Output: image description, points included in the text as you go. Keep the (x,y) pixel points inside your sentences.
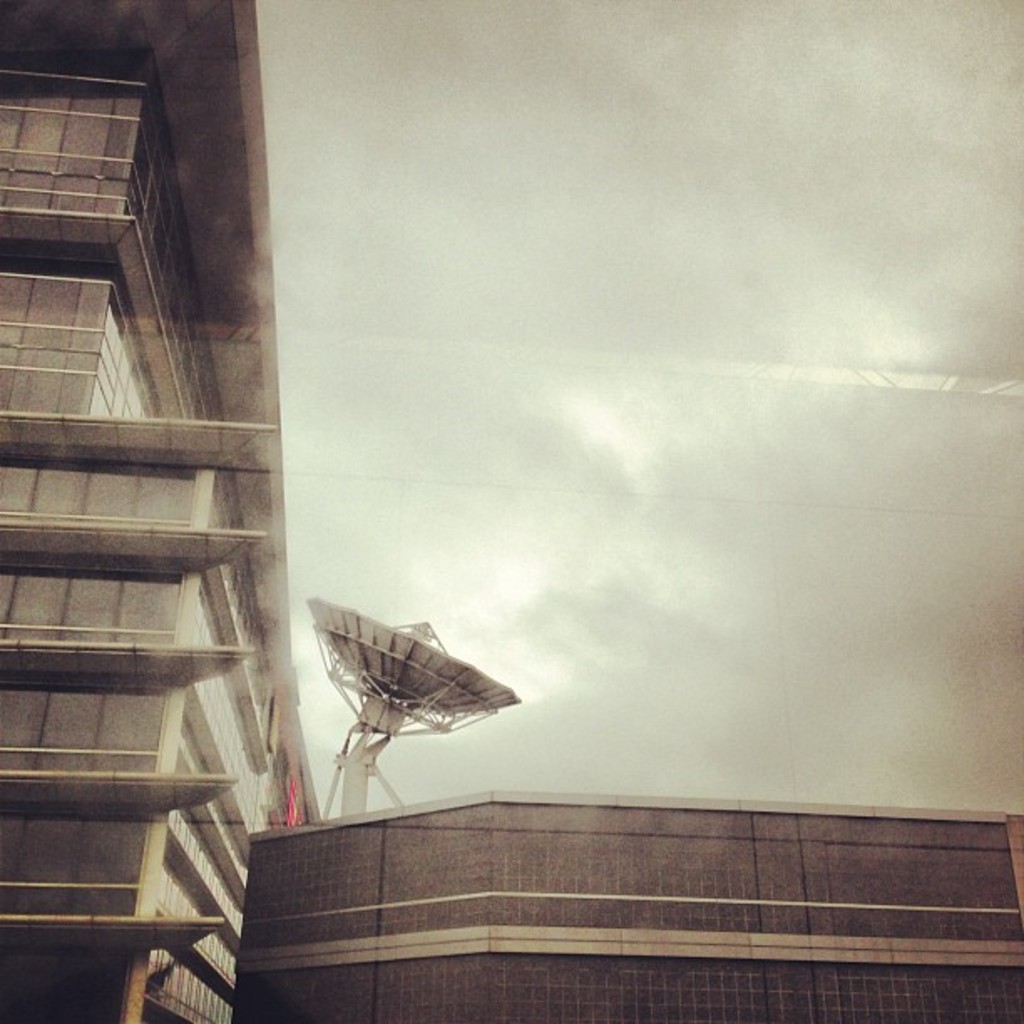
There is a satellite dish (394,638) which is attached to the stand (371,749). Which is attached to the top of a building (819,824) near other building (149,544) which is having glass windows (26,156). In the background (456,109), there are clouds (456,109) in the sky (469,594).
